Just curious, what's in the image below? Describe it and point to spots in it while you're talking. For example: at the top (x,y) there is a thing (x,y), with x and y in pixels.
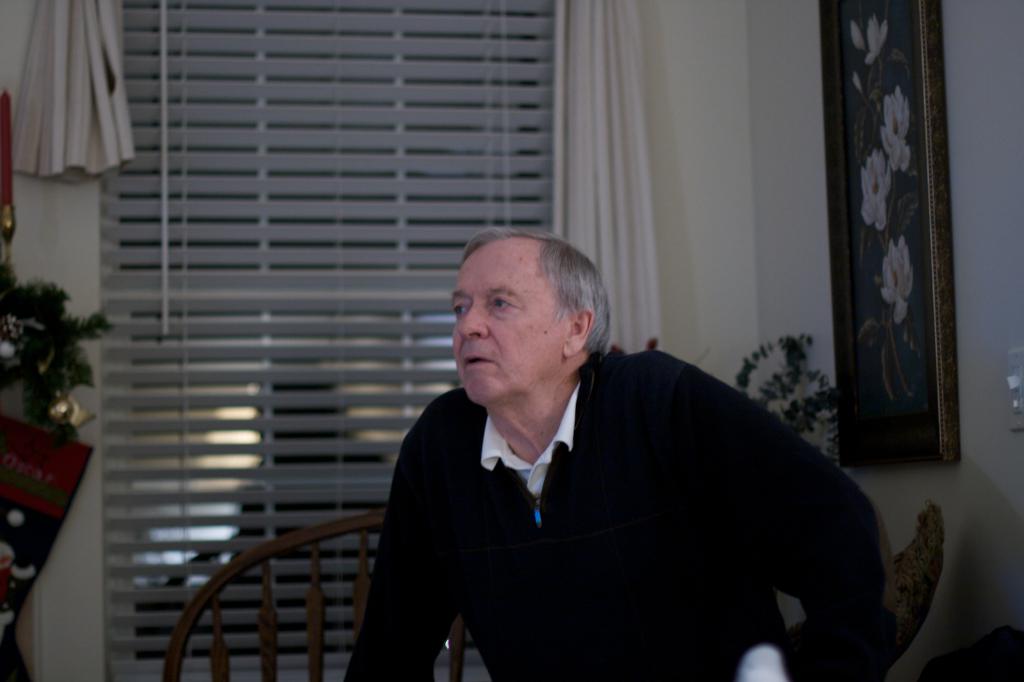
In this image there is a person (607,468) sitting on the chair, behind him there is a window (268,214) and curtains (559,105). On the left side of the image (53,491) there is an object (17,495) and there are leaves (44,334) of a plant (43,299). On the other side of the image there is a plant (783,371) and a frame (863,221) is hanging on the wall (949,491).
